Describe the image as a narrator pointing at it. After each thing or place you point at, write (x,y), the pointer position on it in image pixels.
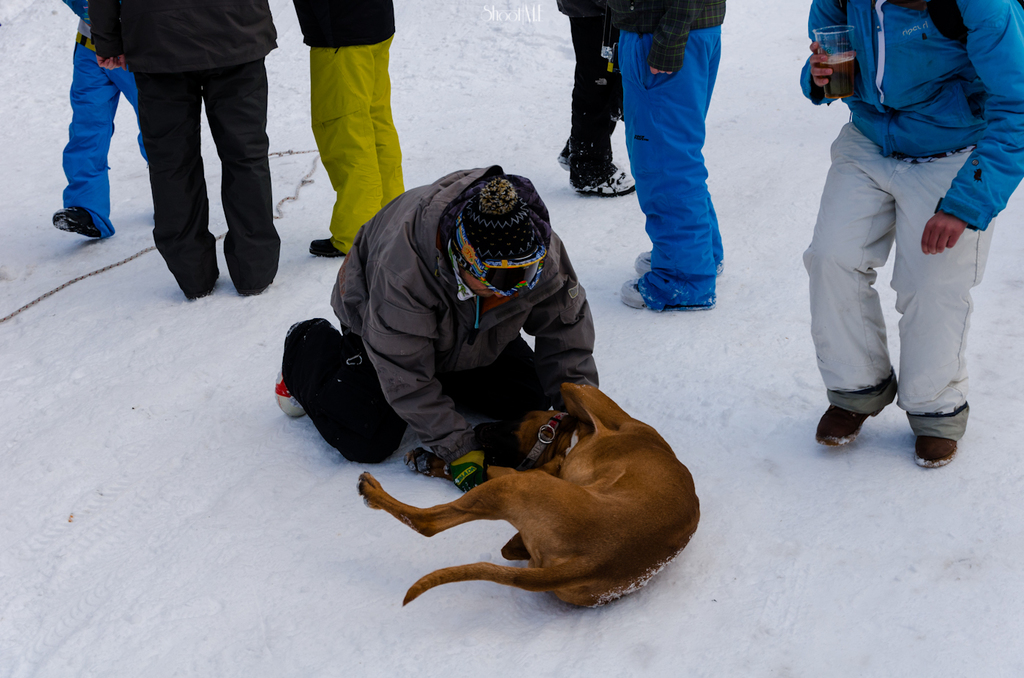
In this image I see few people (1021,35) standing on the snow (268,365) and I can also see that there is a man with the dog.
